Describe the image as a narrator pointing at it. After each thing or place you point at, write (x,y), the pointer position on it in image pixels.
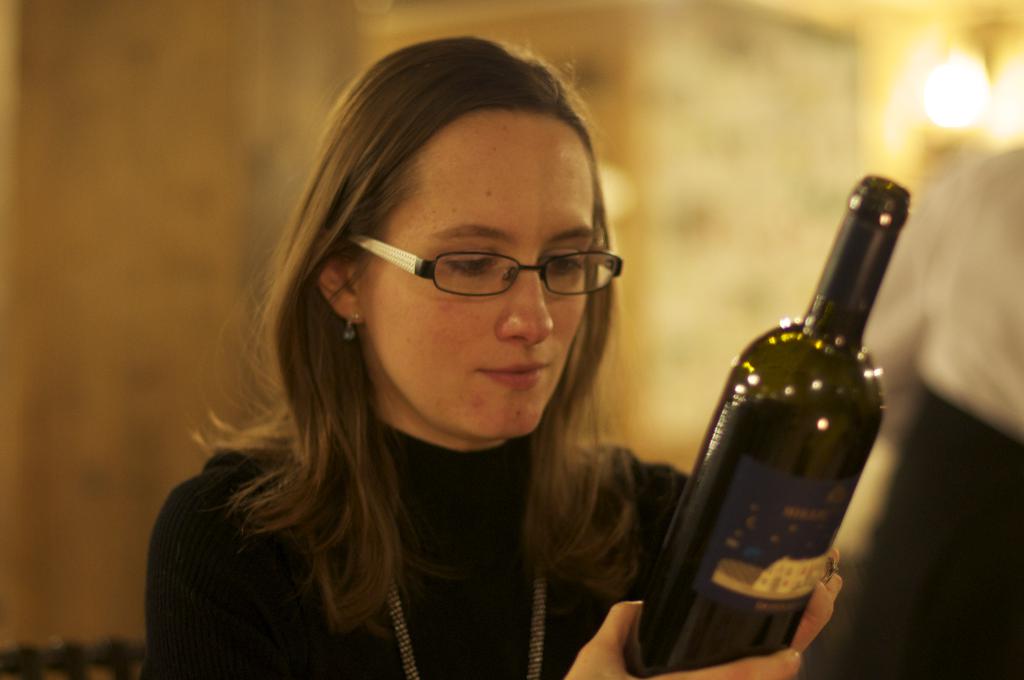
In this image there is a woman (387,480) smiling and holding a bottle (860,222) in her hand (812,613), and at the background (248,295) there is a wall (888,152) and light (979,85).
